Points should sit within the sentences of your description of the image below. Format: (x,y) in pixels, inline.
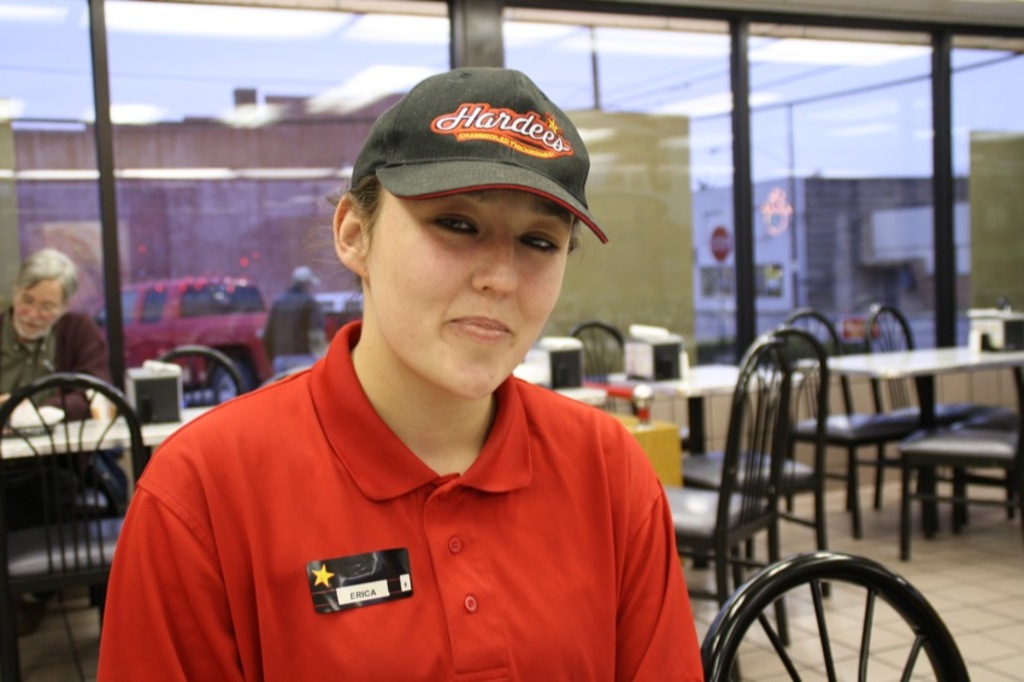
This picture is clicked in a restaurant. Woman (396,411) in red t-shirt (531,526) is wearing cap (472,128) and she is smiling. Behind her, we see chairs (103,423) and tables (60,441) and man (16,328) is sitting on a chair (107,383). Behind him, we see windows (256,141) from which we can see man (288,329) walking on the road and also vehicles (161,307) moving on the road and behind that vehicles (214,284) we see buildings (297,161).
